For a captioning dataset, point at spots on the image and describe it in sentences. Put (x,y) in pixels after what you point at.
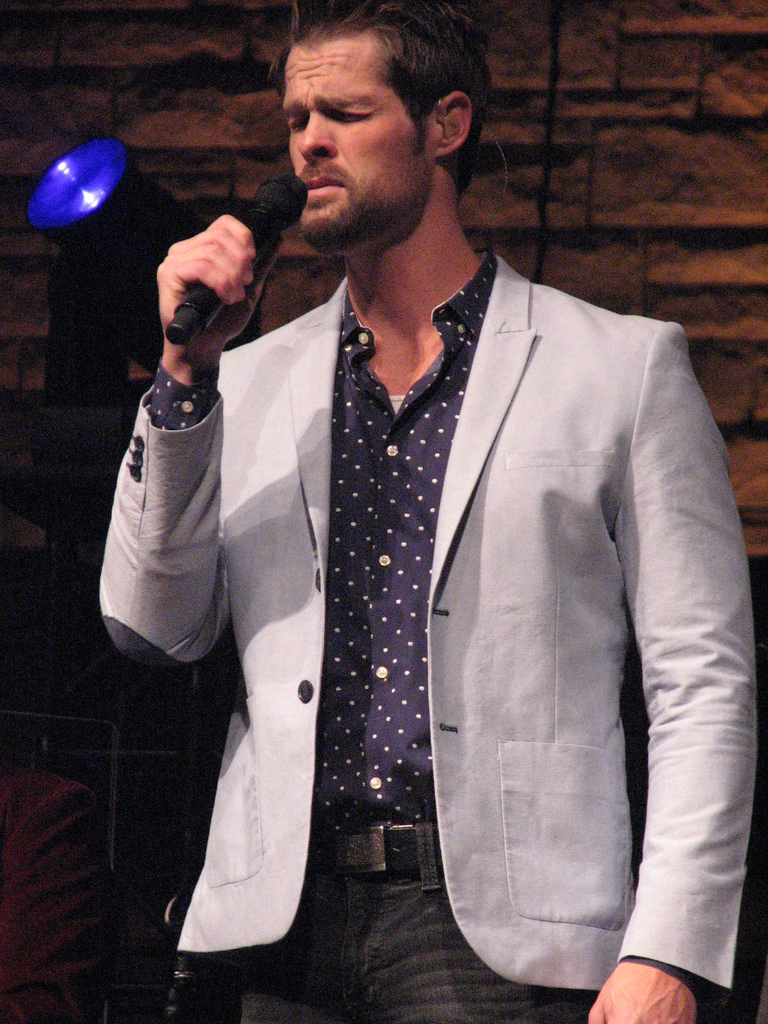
This man (495,652) wore suit (523,560) and holding mic (299,202) and closed his eyes (342,121). Beside this man (328,621) there is a focusing light (150,217).
